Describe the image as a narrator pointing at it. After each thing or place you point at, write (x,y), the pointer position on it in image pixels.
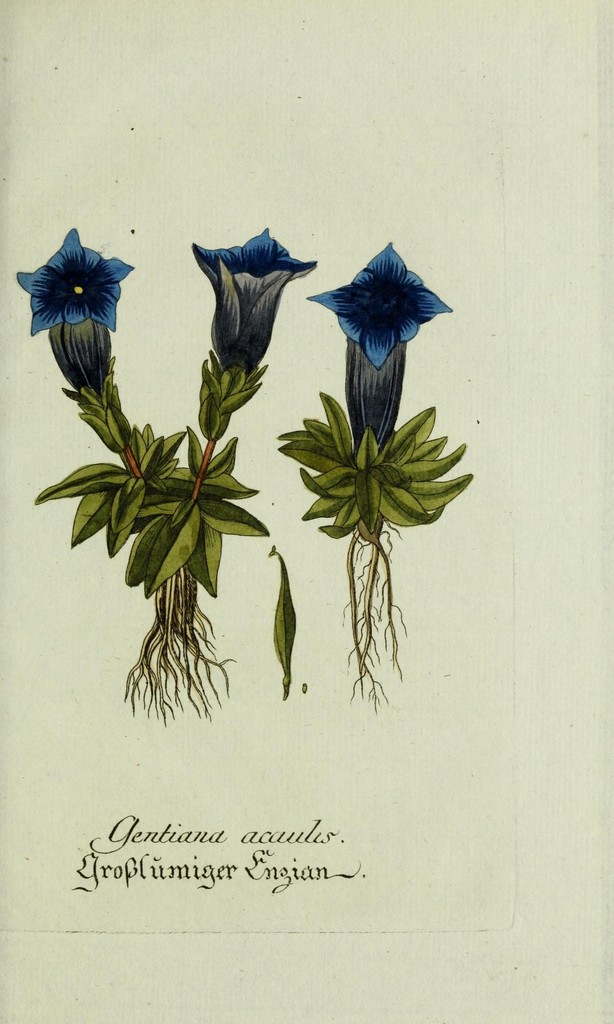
In this picture we can see art (220,391) of flowers (56,347) and plants (159,569), and also we can see some text (316,842).
